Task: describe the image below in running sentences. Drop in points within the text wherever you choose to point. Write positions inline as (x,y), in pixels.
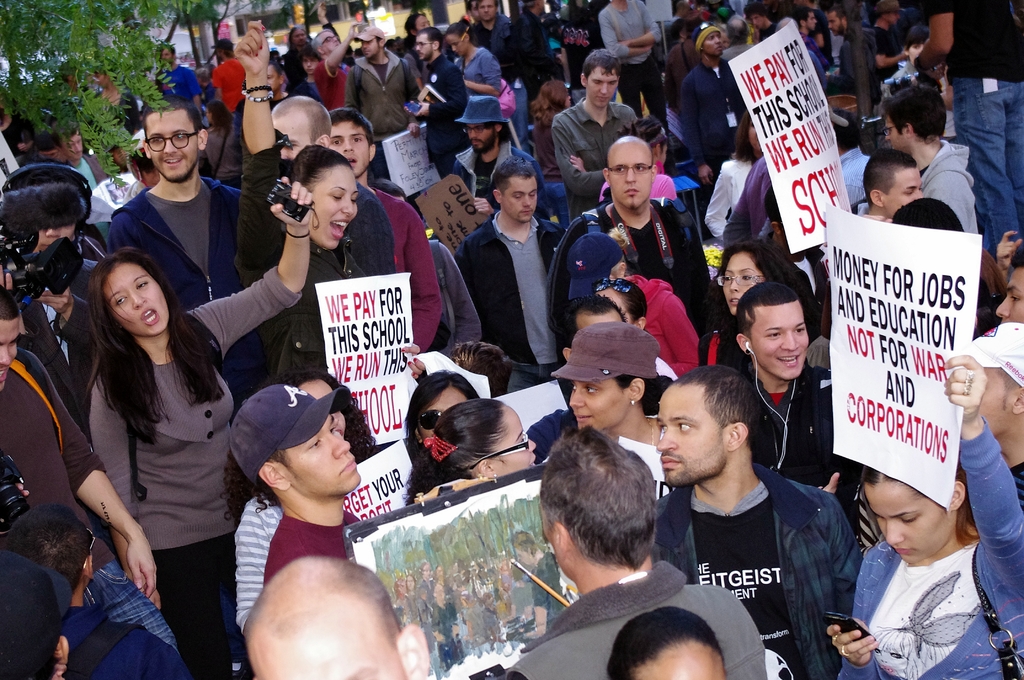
In the picture I can see few people (270,342) are holding placards (932,423) in their hands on which we can see some text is written. Here we can see a person (580,646) holding paint brush (532,578) and painting on the board (499,609). On the left side of the image (63,256) we can see a person (67,321) holding video camera (63,256) and we can see a tree (11,14).
